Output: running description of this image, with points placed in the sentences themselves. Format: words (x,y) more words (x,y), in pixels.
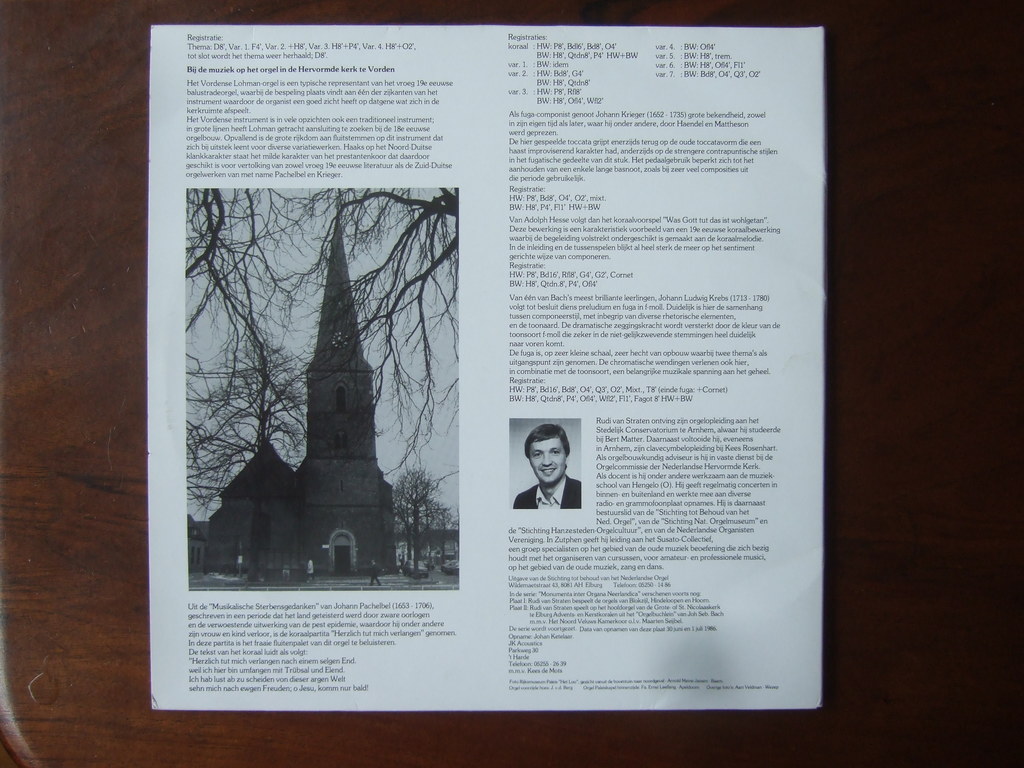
In this image, we can see a paper (743,340) on the wooden surface (199,730) contains pictures (574,480) and some text (556,345).
